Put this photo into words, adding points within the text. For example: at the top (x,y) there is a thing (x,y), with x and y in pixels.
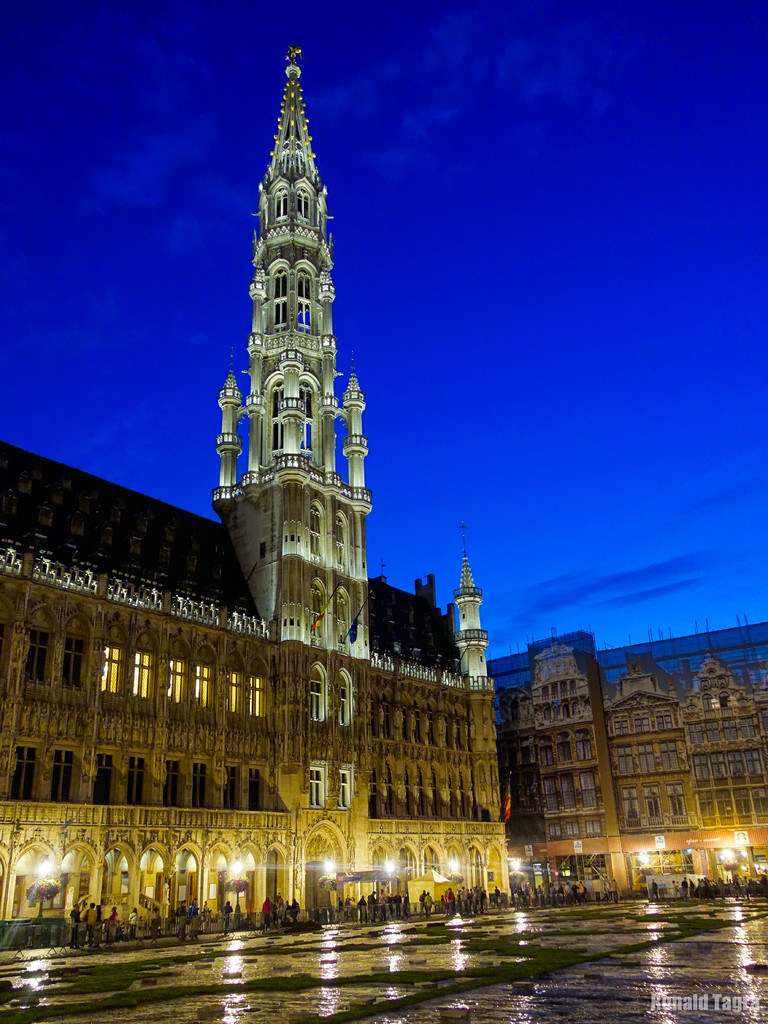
In this image we can see a building (348,730) with windows (252,708), roof (217,570) and lights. We can also see some people (265,923) walking on the pathway (311,961). On the backside (646,306) we can see the sky (580,296) which looks cloudy.
